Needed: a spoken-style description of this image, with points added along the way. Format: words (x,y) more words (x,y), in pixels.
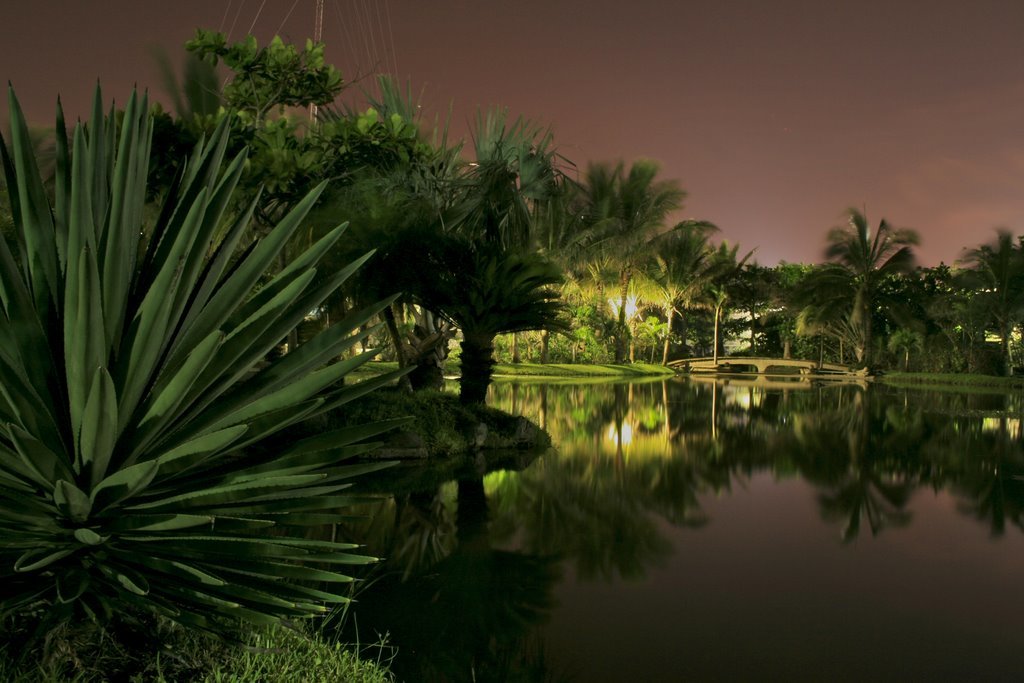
In this image we can see many trees (538,318) and plants (236,524). There is a lake (541,681) in the image. There is a reflection (920,469) of trees (621,361) on the water (651,448). There is a grassy land (597,366) in the image. There is a sky (856,94) in the image. There is a pole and few cables (388,59) in the image.
